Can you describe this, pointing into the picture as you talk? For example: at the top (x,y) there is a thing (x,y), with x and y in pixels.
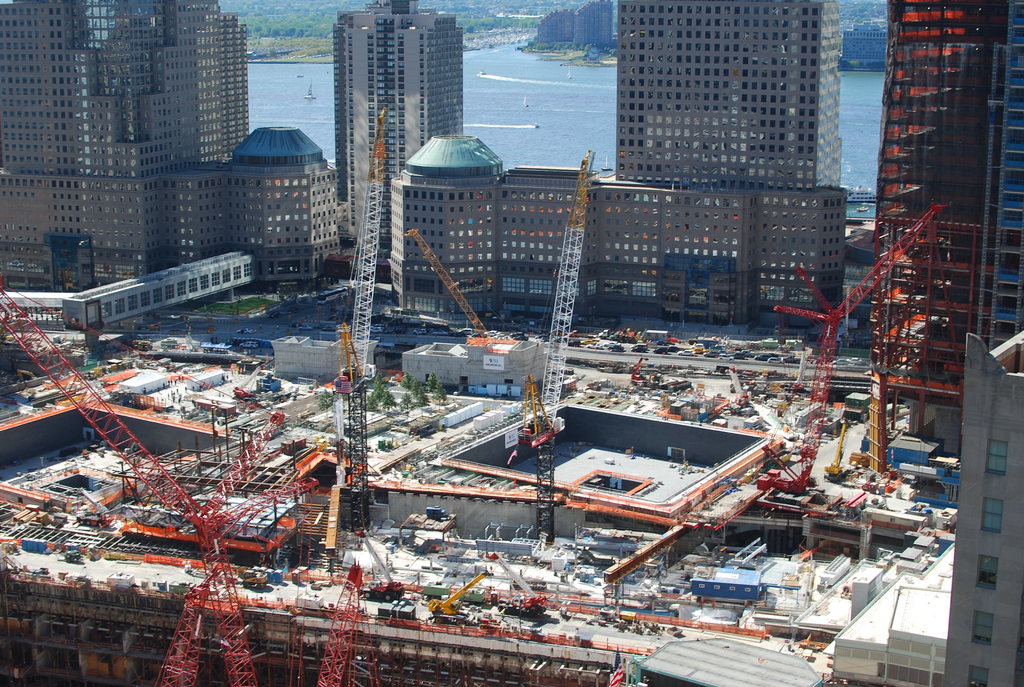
In this image I can see number of buildings (142,60), number of crane machines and number of vehicles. In the background (322,94) I can see water (483,110), few more buildings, trees (252,18) and few boats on the water (556,124).
